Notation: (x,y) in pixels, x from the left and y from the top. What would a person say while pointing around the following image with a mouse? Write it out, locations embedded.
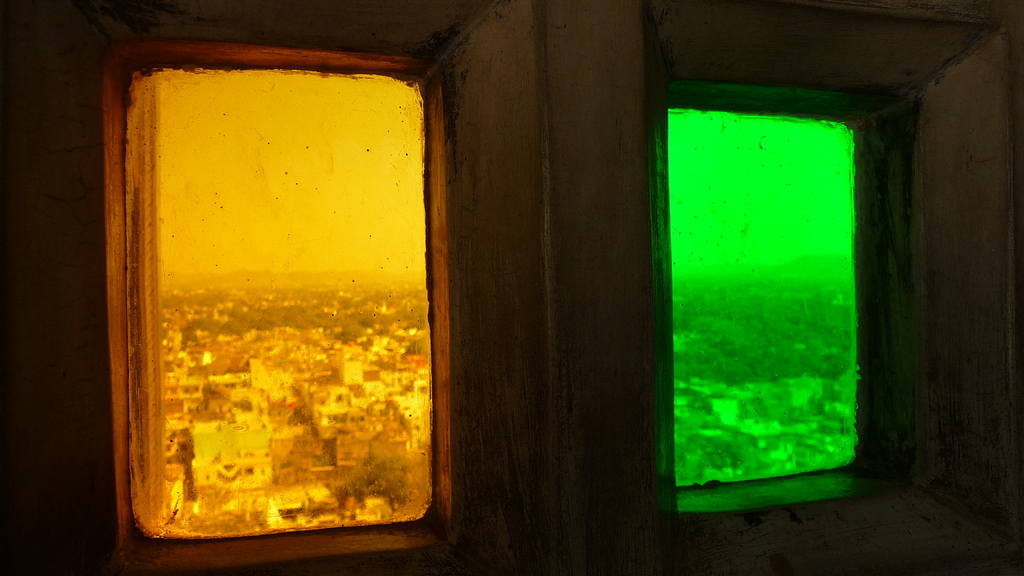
In this picture we can see windows (412,521) and in the background (361,499) we can see buildings (240,477), trees (337,494), sky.
